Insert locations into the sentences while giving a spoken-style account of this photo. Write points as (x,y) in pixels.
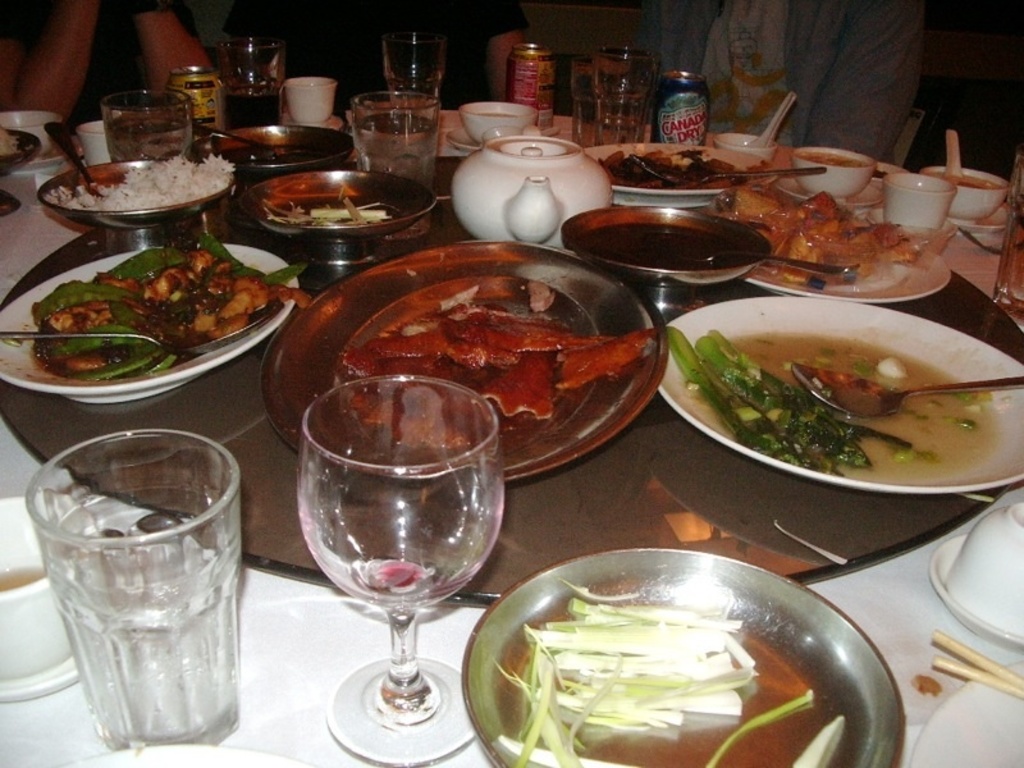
In this image in the front (311,278) there is a table (626,445) and on the table (630,432) there are glasses (394,172), plates (792,464), and, spoons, bowls (365,190) and there is food (418,309). In the background (169,30) there are persons (844,44) visible.
